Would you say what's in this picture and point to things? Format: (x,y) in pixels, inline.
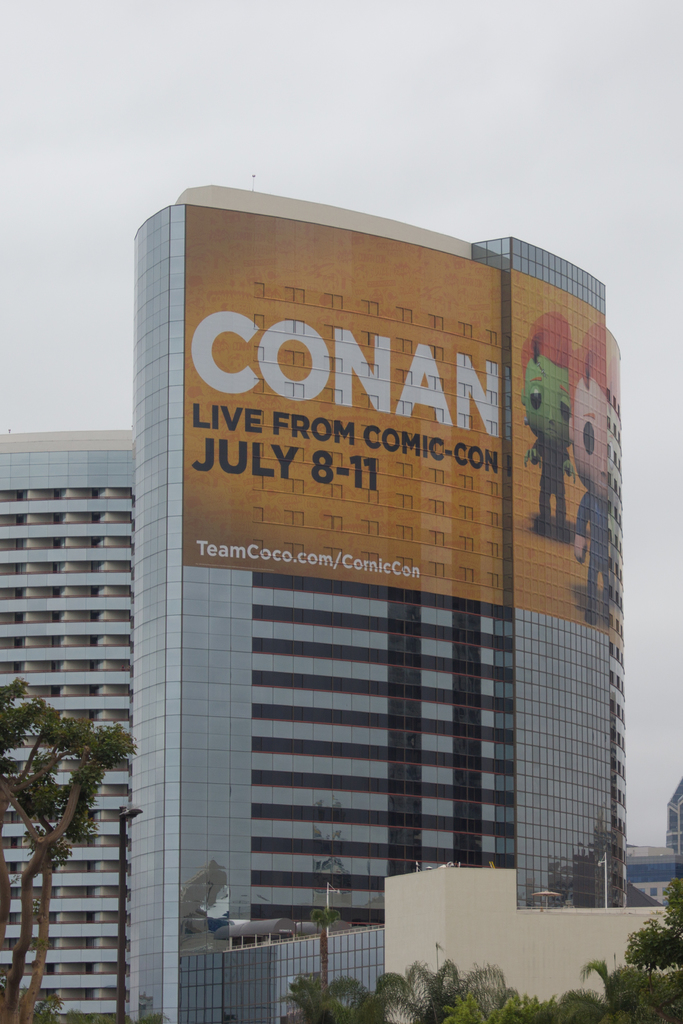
In this picture we can see a building (230,722), banner (309,485), trees (371,1007) and some objects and in the background (285,133) we can see the sky (350,119).
